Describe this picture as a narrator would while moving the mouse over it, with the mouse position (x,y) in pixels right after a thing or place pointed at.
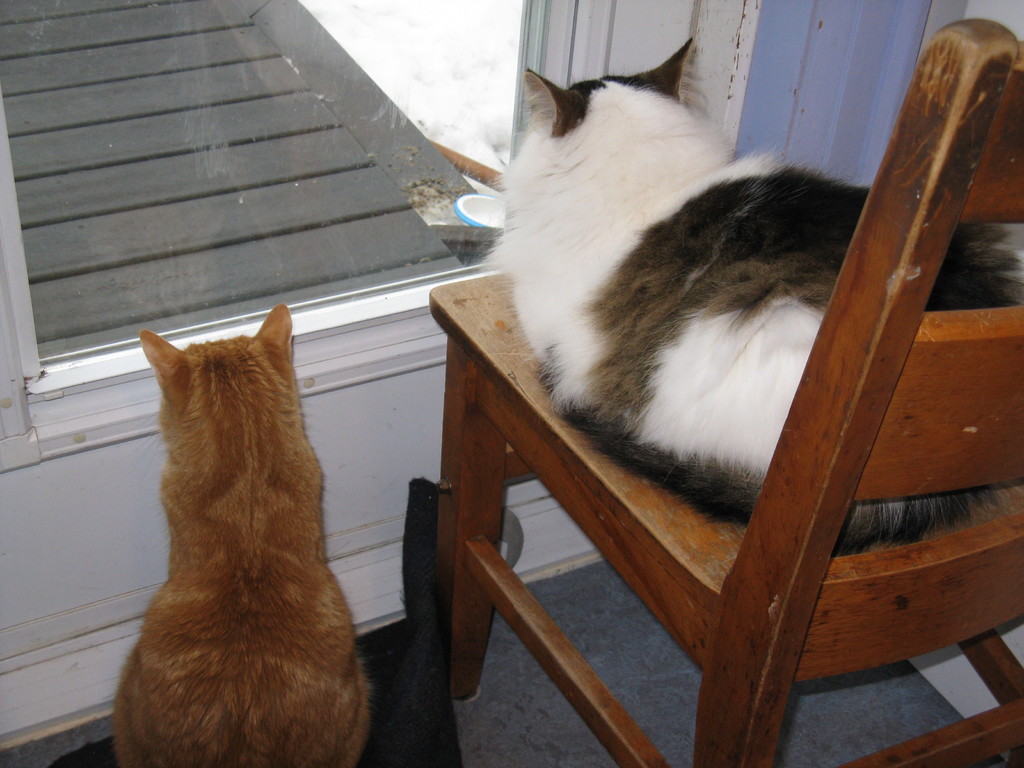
In the image we can see there are two cats (637,321) who are sitting.
